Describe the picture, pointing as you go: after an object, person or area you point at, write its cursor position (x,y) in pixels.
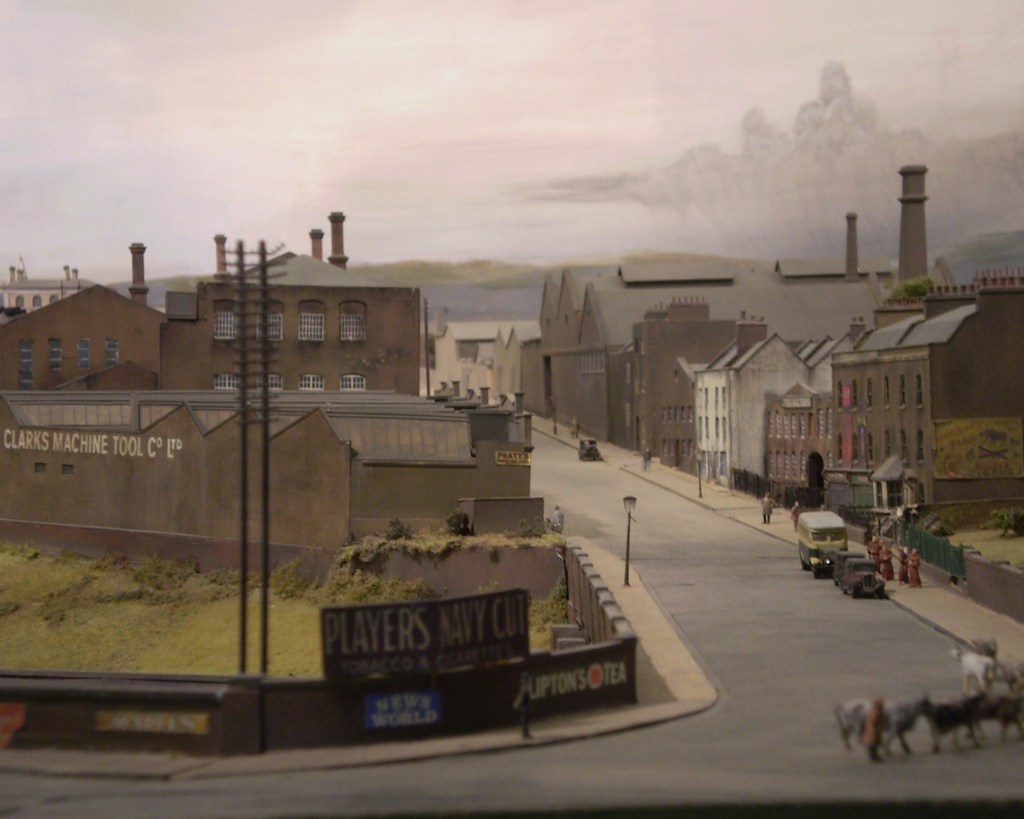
In this image I can see road (819,775) and on it I can see few vehicles (875,588) and few animals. I can also see few people (885,572) are standing in background (766,505). Here I can see something is written. I can also see number of buildings (512,477), poles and a street light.
